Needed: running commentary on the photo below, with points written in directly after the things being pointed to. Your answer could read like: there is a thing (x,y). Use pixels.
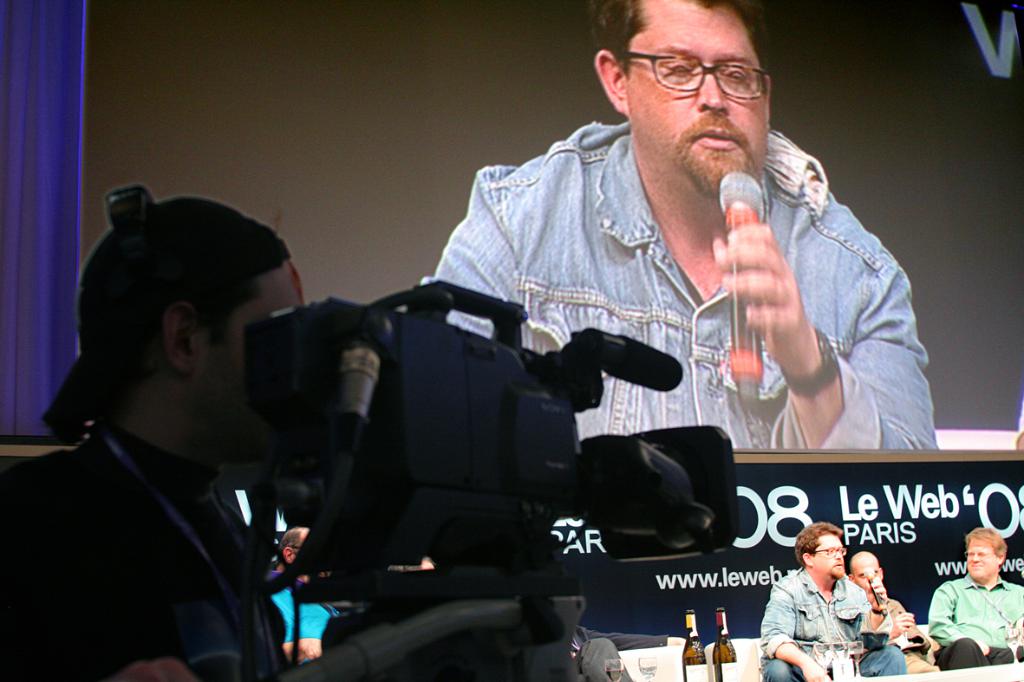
Here we can see a man (771,234) in a screen (825,248) on the background (746,146). In Front (53,498) portion of the picture we can see a man (149,395) wearing a cap (179,289) and recording. Here we can see three persons (842,590) sitting on chairs (753,677). These are bottles (700,643).
